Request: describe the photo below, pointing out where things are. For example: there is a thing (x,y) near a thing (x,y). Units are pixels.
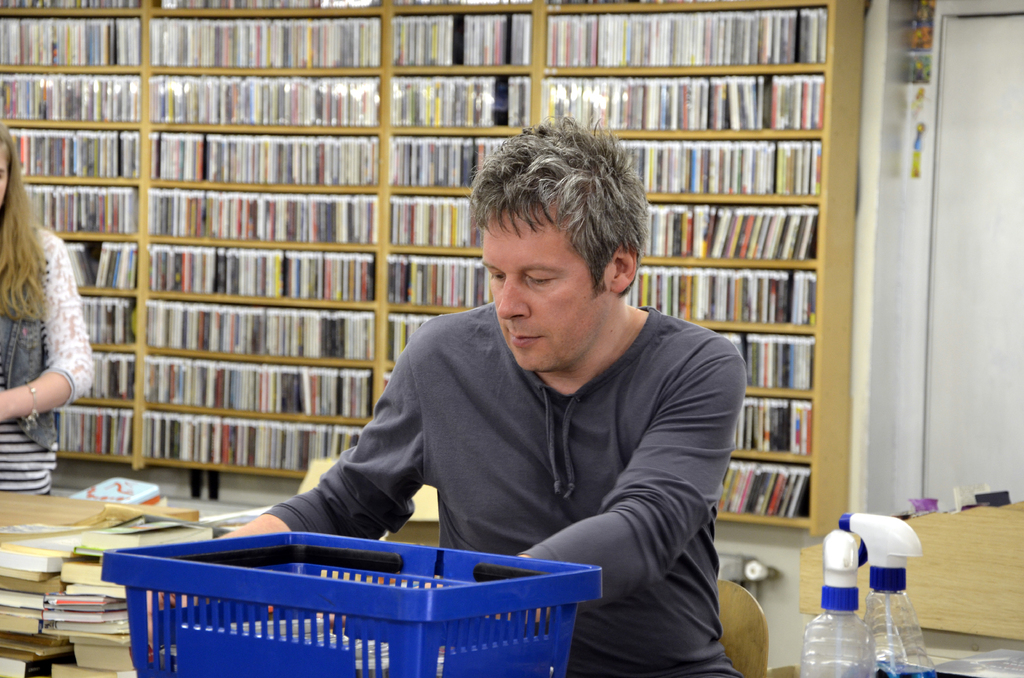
There is a man (589,310) sitting on a chair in the center (565,289). In the background (586,46) we can see a bookshelf (369,144). There is a girl (39,487) on the left side (23,480).
